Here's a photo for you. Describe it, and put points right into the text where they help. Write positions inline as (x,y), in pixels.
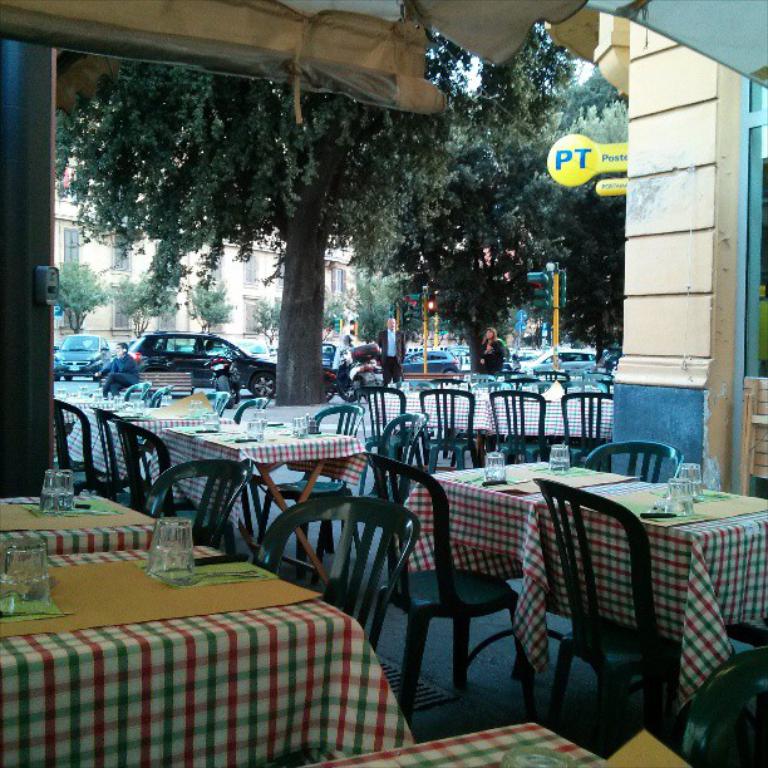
In this image there are tables (63,704), chairs (394,442). On top of the tables (120,524) there are glasses (6,569). In the background of the image (495,363) there are people (492,339). There are cars (202,346) on the road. There are traffic signals (409,307), street lights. There are trees (292,266) and buildings (268,270).
